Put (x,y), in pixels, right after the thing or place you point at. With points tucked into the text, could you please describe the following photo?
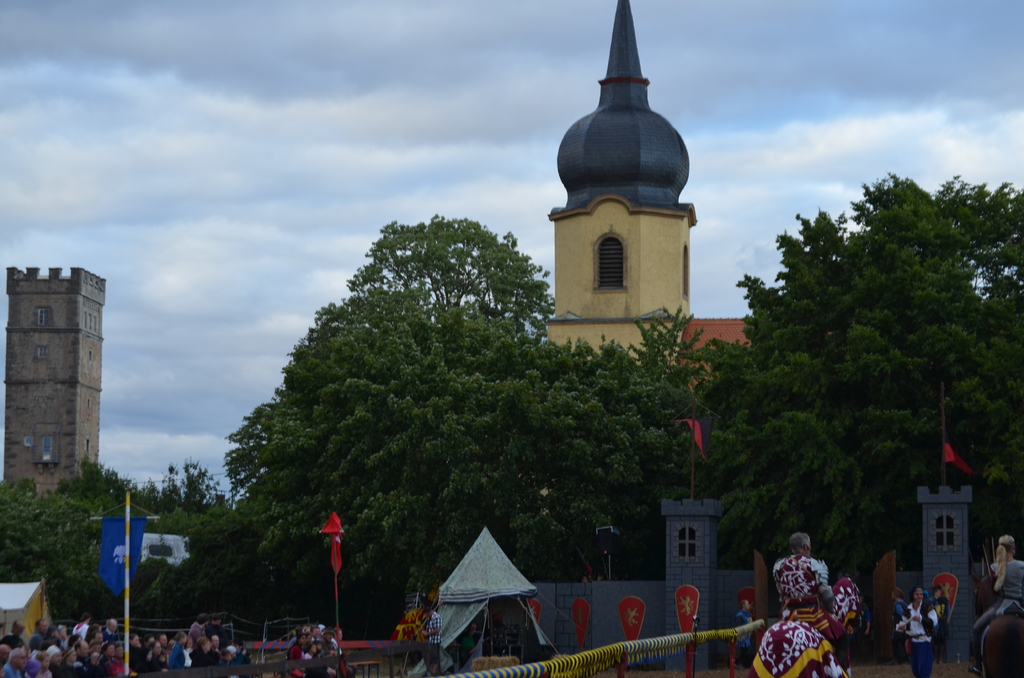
This picture describes about group of people (792,586), in the bottom right hand corner (791,564) we can see few people (807,580) are seated on the horses (1017,654), in the background (497,569) we can find few tents (486,563), trees (645,564), flags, buildings (73,361) and clouds (239,224).
